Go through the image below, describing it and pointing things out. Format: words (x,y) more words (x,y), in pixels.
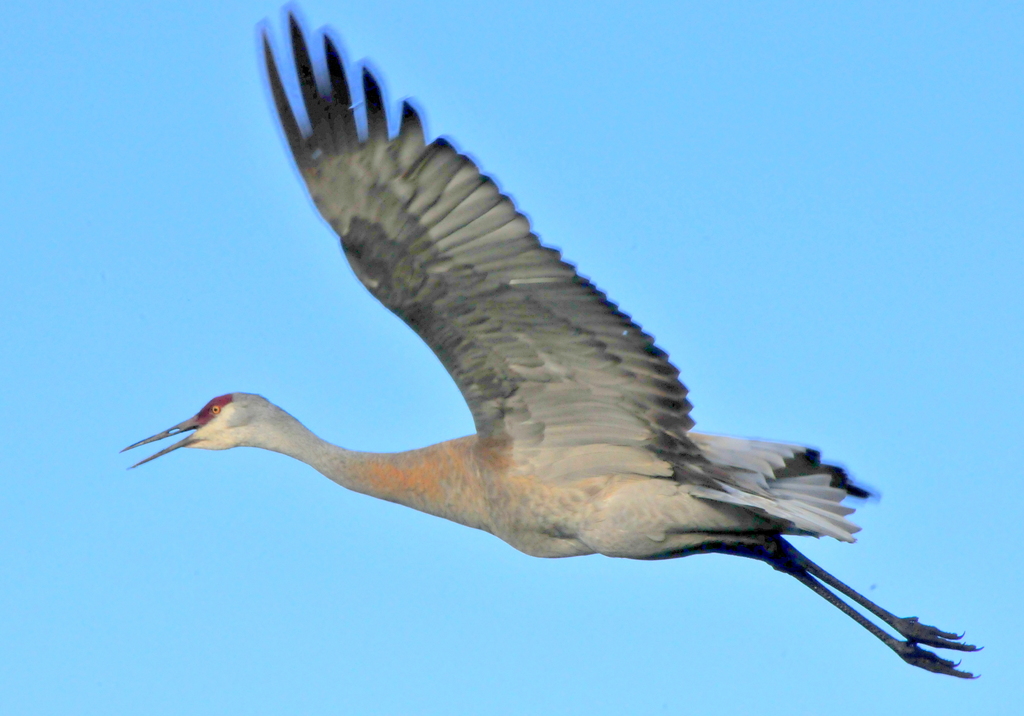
In this picture we can see a bird (407,317) is flying in the sky (749,142).
